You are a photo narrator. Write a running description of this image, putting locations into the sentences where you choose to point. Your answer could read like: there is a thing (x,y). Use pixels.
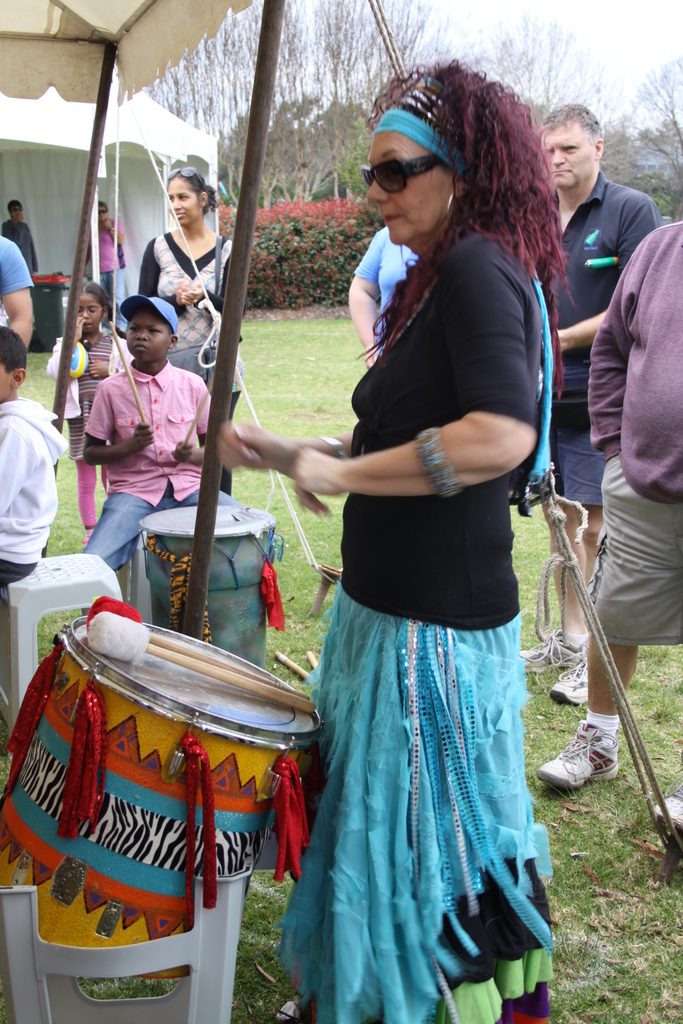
In this image we can see a woman (438,557) standing on the ground (327,333) under a tent (104,17) which is tied with a rope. We can also see a drum (118,811) with sticks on a chair (199,921). On the backside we can see a group of people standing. In that two children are sitting on the chairs (118,574) holding the sticks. We can also see a group of plants (332,305) with flowers (344,284), trees (365,138) and the sky (606,48) which looks cloudy.
